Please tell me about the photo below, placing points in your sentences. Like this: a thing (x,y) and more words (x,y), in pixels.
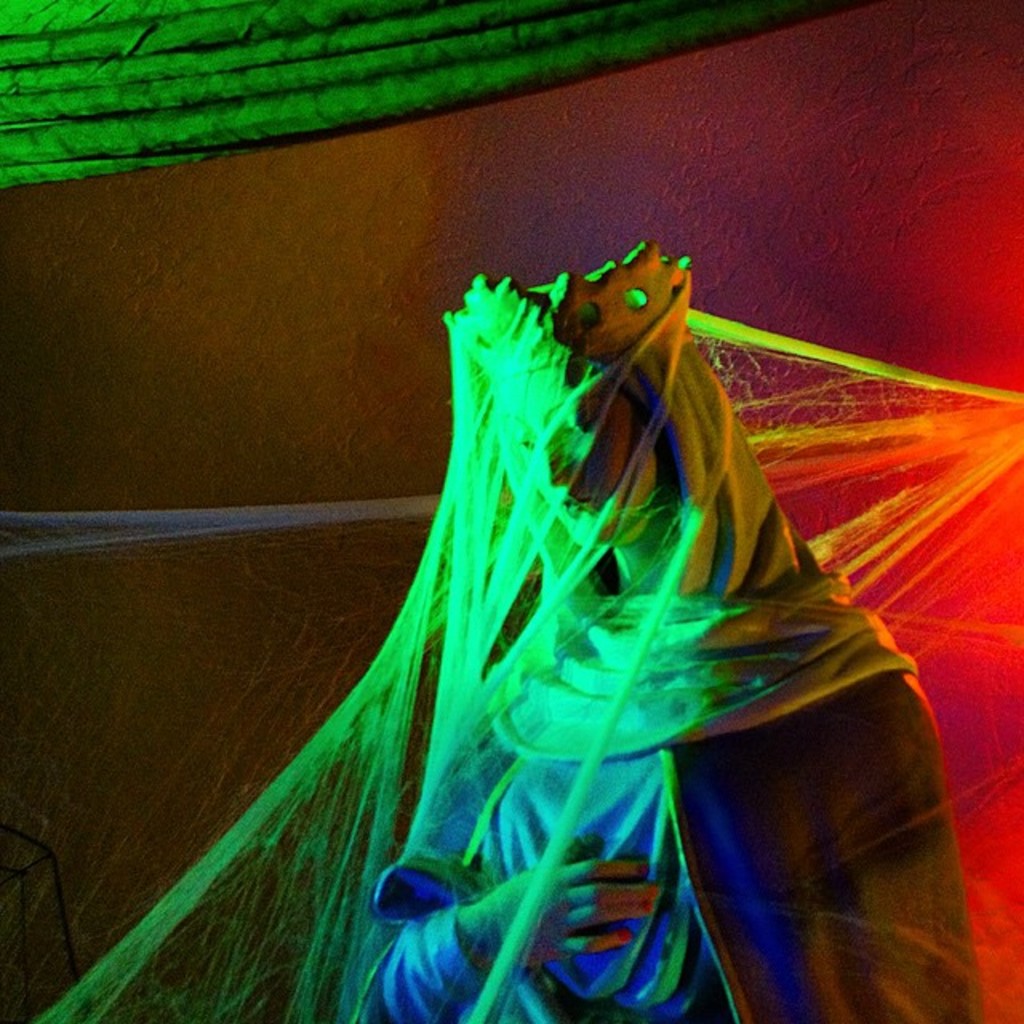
In this image we can see a statue (419,939) covered with web (773,432). On the top of the image (293,104) we can see some curtain (345,16) in green color.
